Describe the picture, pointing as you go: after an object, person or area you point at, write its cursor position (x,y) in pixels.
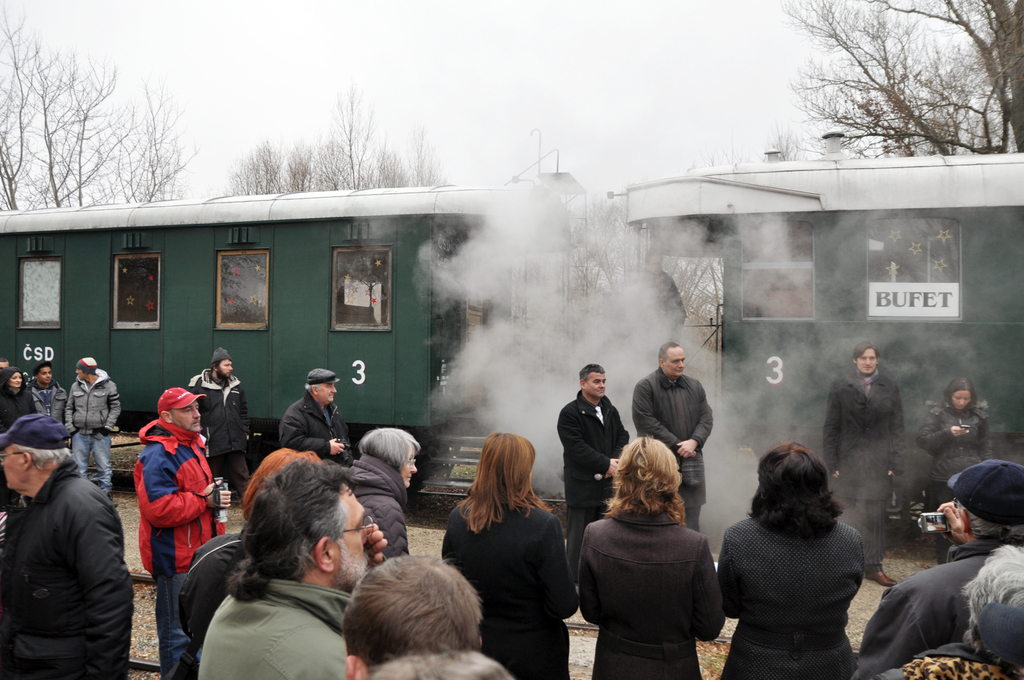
In this image I can see some people (368,558). In the background (784,350), I can see a train (826,304) with some text (913,302) written on it. I can also see the trees (935,120) and the sky (568,85).
